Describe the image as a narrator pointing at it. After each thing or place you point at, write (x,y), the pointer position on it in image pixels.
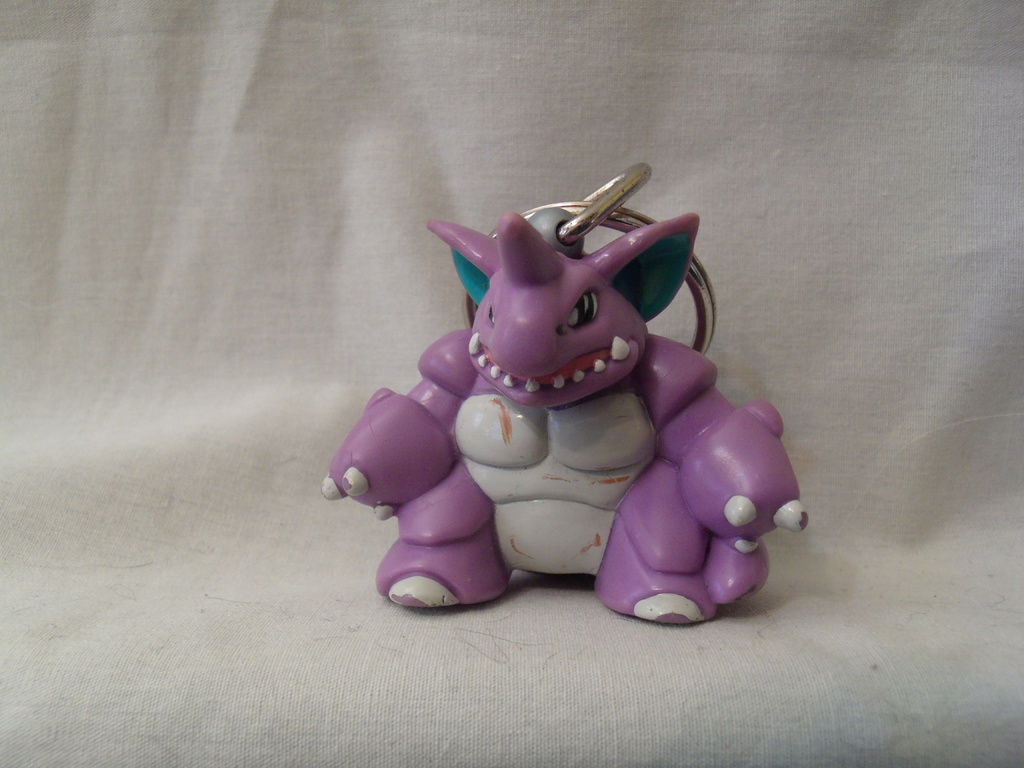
There is a pink and white color toy (548,434) with steel rings (599,209) on a white surface (841,519).
